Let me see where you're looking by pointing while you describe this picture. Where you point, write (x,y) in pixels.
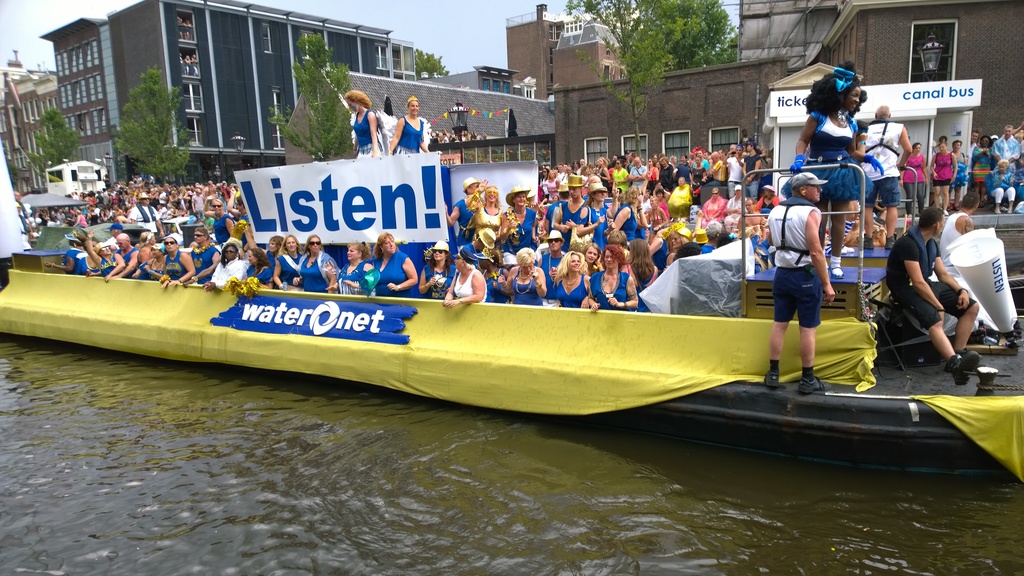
In this picture we can see a boat (687,416) on water (648,437), here we can see a group of people (575,227), clothes (578,392), poster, sheds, lights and some objects (655,286) and in the background (769,20) we can see buildings (700,136), trees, sky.
